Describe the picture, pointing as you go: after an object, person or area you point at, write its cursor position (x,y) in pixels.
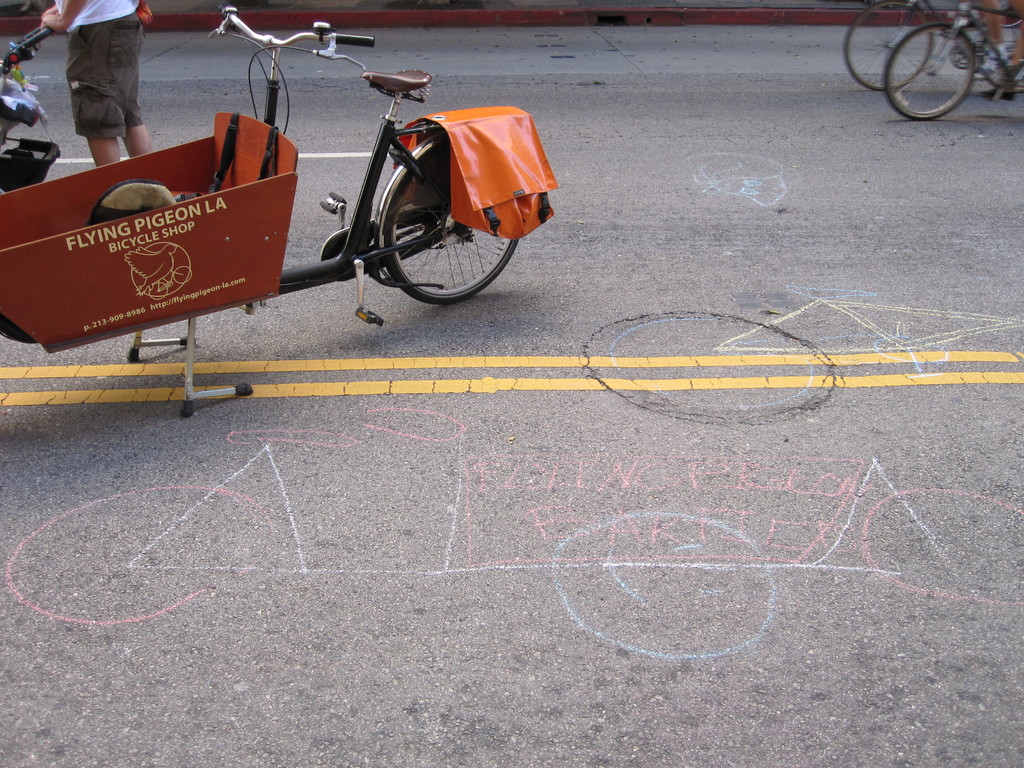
In this image we can see few vehicles (963,67). There is some text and a logo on the vehicle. We can see the drawing (547,532) on the road (628,590). We can see the road safety markings (506,381) on the road (575,393). There are few legs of a person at the right side of the image (996,26). There is a person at the left side of the image (107,72).
